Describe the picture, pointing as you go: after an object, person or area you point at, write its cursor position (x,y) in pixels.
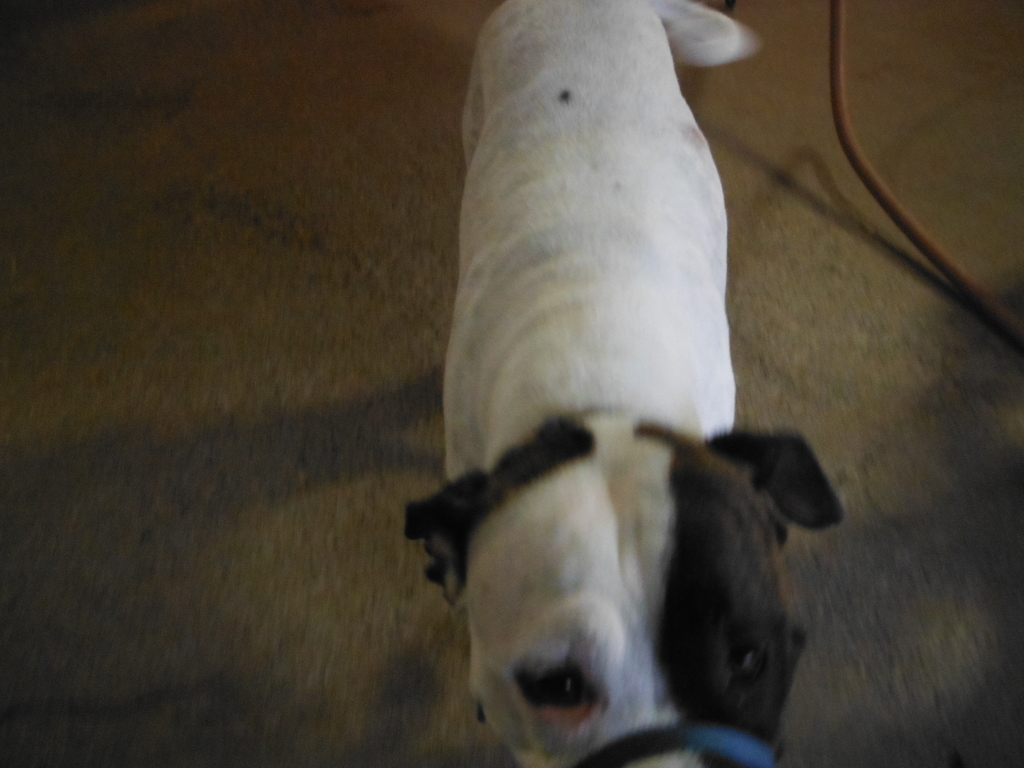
In the picture I can see a dog (714,493) which is in white and brown color and there is a pipe (908,231) in the right corner (887,190).
